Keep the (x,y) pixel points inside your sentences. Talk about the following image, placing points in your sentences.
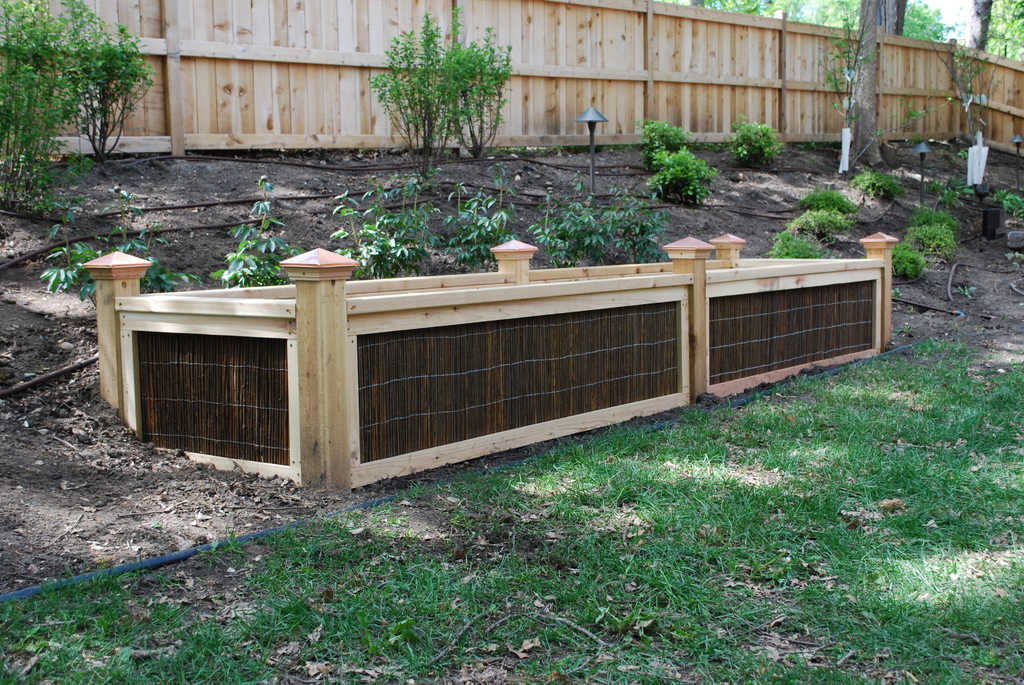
On the ground (658,481) there is grass (579,542), pipe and plants (585,210). Also there is a wooden block (554,348). In the background (607,54) there is a wooden fencing (812,53) and trees (855,56).
